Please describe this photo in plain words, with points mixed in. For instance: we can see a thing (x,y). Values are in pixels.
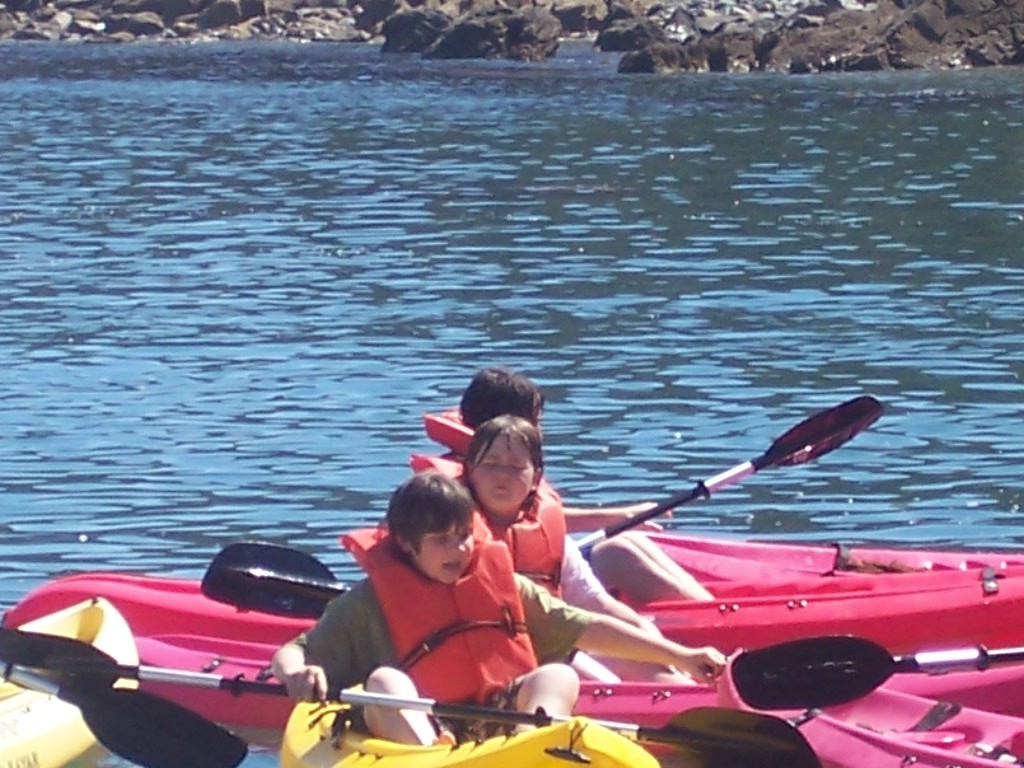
At the bottom (585,606), I can see three children (473,699) holding paddles (270,688) in their hands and sitting on the rafts (751,627). In the background (555,274), I can see the water (395,179). At the top of the image (426,25) there are many rocks (426,25).
